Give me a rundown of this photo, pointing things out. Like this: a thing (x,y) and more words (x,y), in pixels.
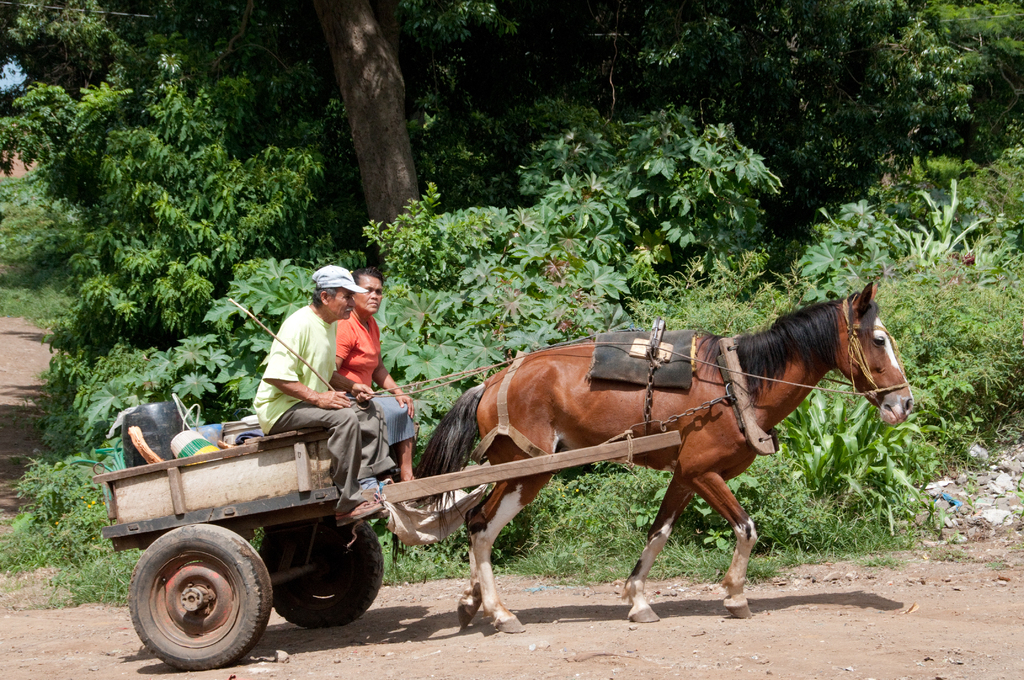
In this picture we can see a trees (280,114), and here is the horse cart (255,464), and a person (262,417) sitting on it, and he is catching the stick (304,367) in his hand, and at back there are some objects (194,436), and here is the horse (606,383) moving on the road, and here are the stones (991,506).
